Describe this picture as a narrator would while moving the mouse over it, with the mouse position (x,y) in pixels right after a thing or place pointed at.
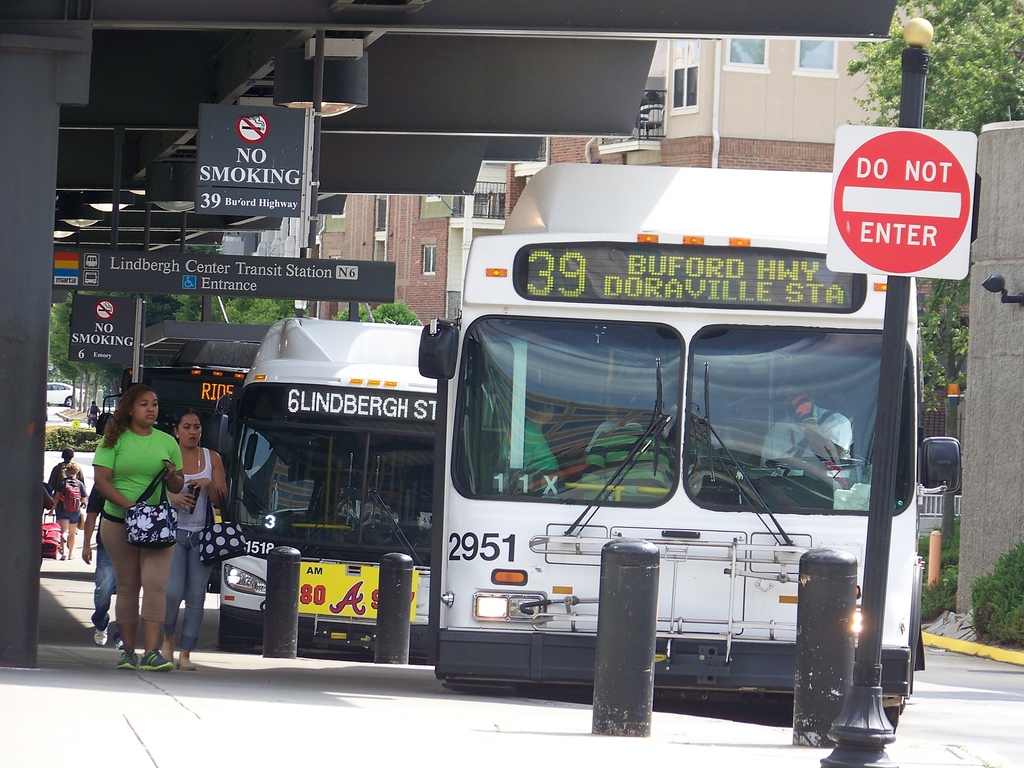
This picture is taken in a bus stop (26,286). There are three busses (762,637) in this image. Front bus (490,430) there are persons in it. At the left side (107,580) three persons (74,531) are walking. A woman (153,393) is wearing a green shirt (138,453) and shoes (131,663) by holding a bag (149,526) in her hand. There is a pole (835,767) with a name board (908,213) written as do not enter. At the background (1022,37) there are trees (981,4) and building (544,140).
